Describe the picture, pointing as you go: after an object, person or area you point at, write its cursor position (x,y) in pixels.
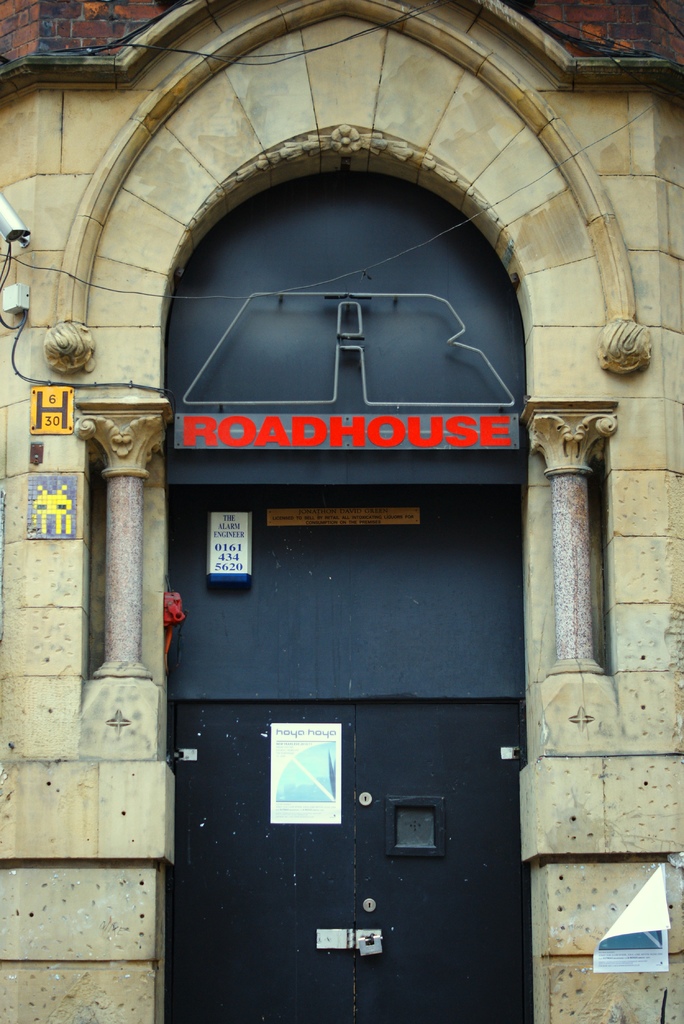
In this image there is a building (623,257) in the middle (348,618). At the bottom (306,864) there is a door (382,798). At the top (380,339) there is a hoarding (370,424). On the right side (625,925) bottom there is a poster (633,917) attached to the wall (639,866). On the left side (55,408) there are two small boards (69,424) to the wall (49,459). Above them there is a video camera (18,226) which is attached to the wall (49,216).
